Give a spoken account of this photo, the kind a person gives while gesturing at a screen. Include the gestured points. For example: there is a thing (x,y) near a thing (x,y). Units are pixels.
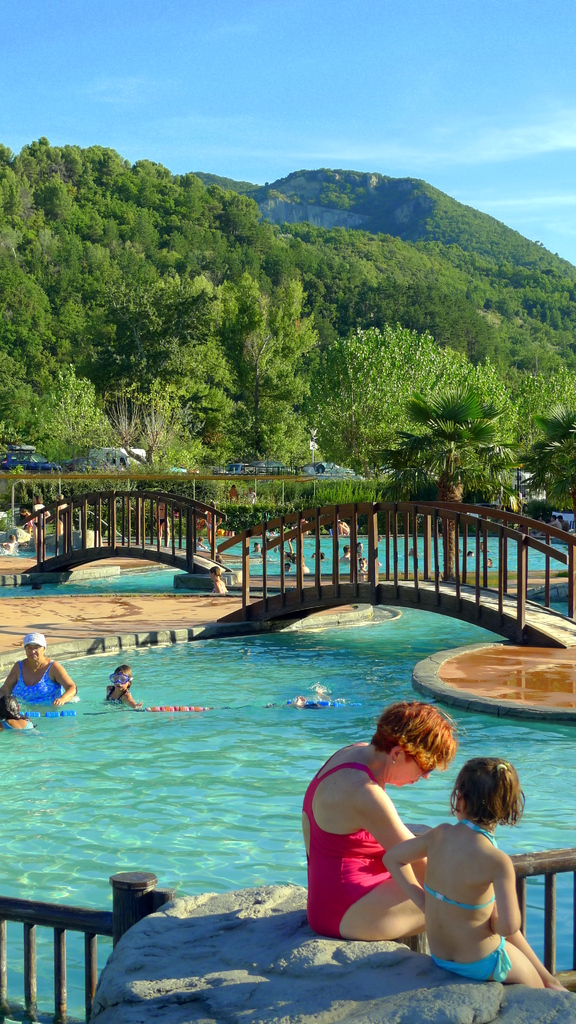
In this picture I can see a woman (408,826) and a girl (483,889) sitting in front (467,974) on a rock (239,941) and in the middle of this picture (284,682) I can see the swimming pool (230,670) and I see number of people (59,528) in it and I can see the bridges (58,520). In the background (260,453) I can see number of trees (282,233) and I can see the clear sky (264,164).
